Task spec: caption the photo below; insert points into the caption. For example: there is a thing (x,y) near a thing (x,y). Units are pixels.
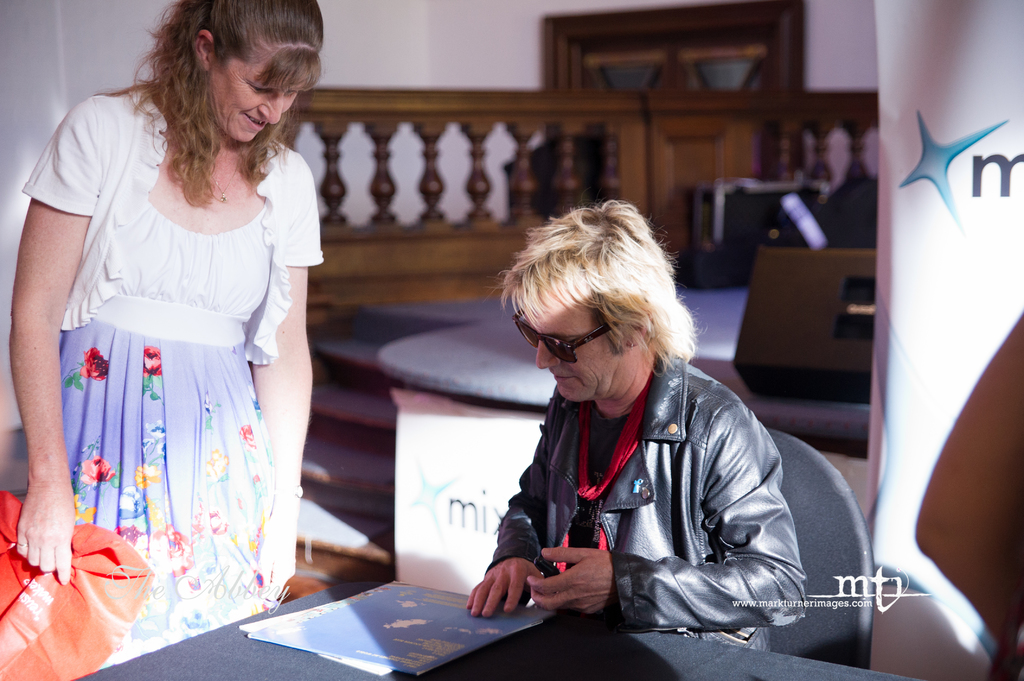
This image is taken indoors. At the bottom of the image (300,657) there is a table (520,658) with a few papers (366,630) on it. On the right side of the image (1003,235) there is a banner (958,232) with a text (981,178) on it. On the left side of the image (190,158) a woman (195,198) is standing on the floor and she is holding a cover (57,620) in her hand (65,511). In the middle of the image (621,282) a man (693,449) is sitting on the chair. In the background (690,57) there is a wall (844,71) with a door (690,72). There is a railing (385,197) and there is a table (458,363) with a few things (769,256) on it.
